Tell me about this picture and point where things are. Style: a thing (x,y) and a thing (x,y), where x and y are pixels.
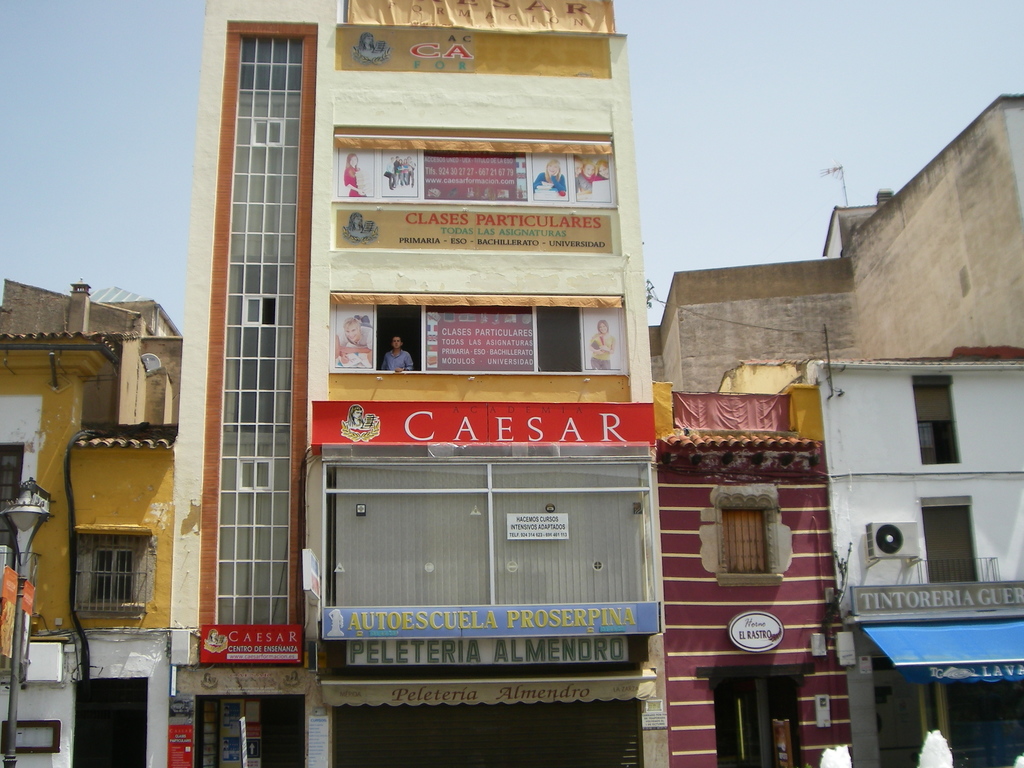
In the image there are few houses (802,466) and there is a building (589,517) in the center (393,401), it is having some sign boards (449,232) and windows (289,359), there is a person (396,362) standing behind the window (397,327).
